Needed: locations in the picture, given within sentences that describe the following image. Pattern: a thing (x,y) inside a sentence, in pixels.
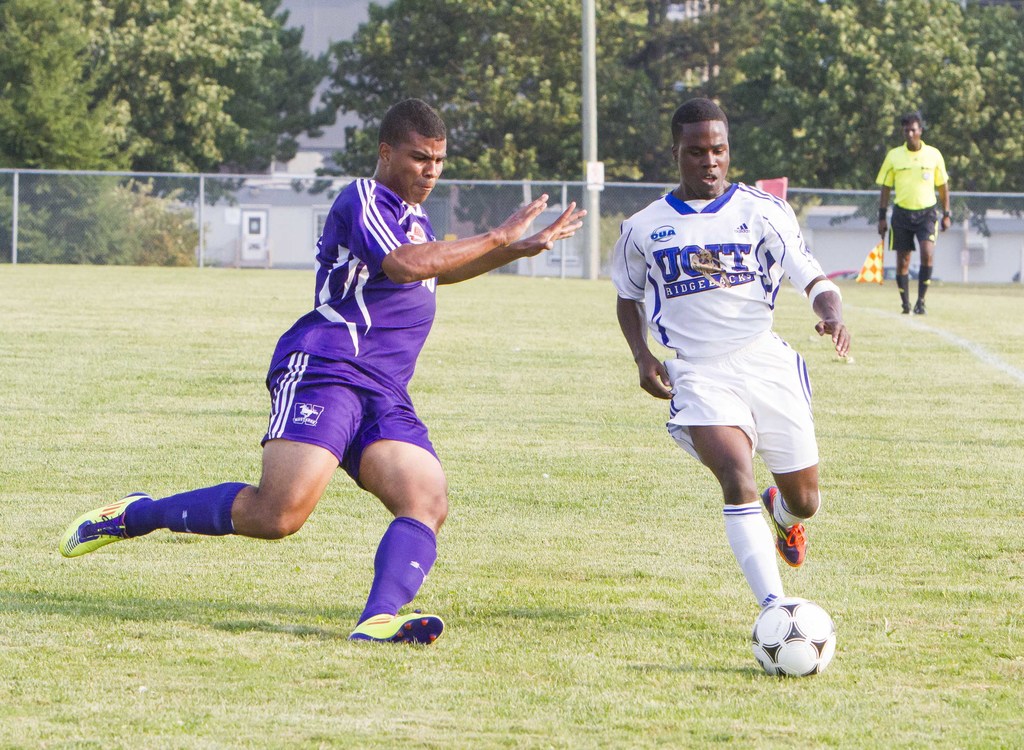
These 2 persons (724,202) are running. In-front of this person (773,493) there is a ball (810,624). Far this man (907,147) is walking, as there is a leg (907,259) movement. Far these are trees (621,42).
